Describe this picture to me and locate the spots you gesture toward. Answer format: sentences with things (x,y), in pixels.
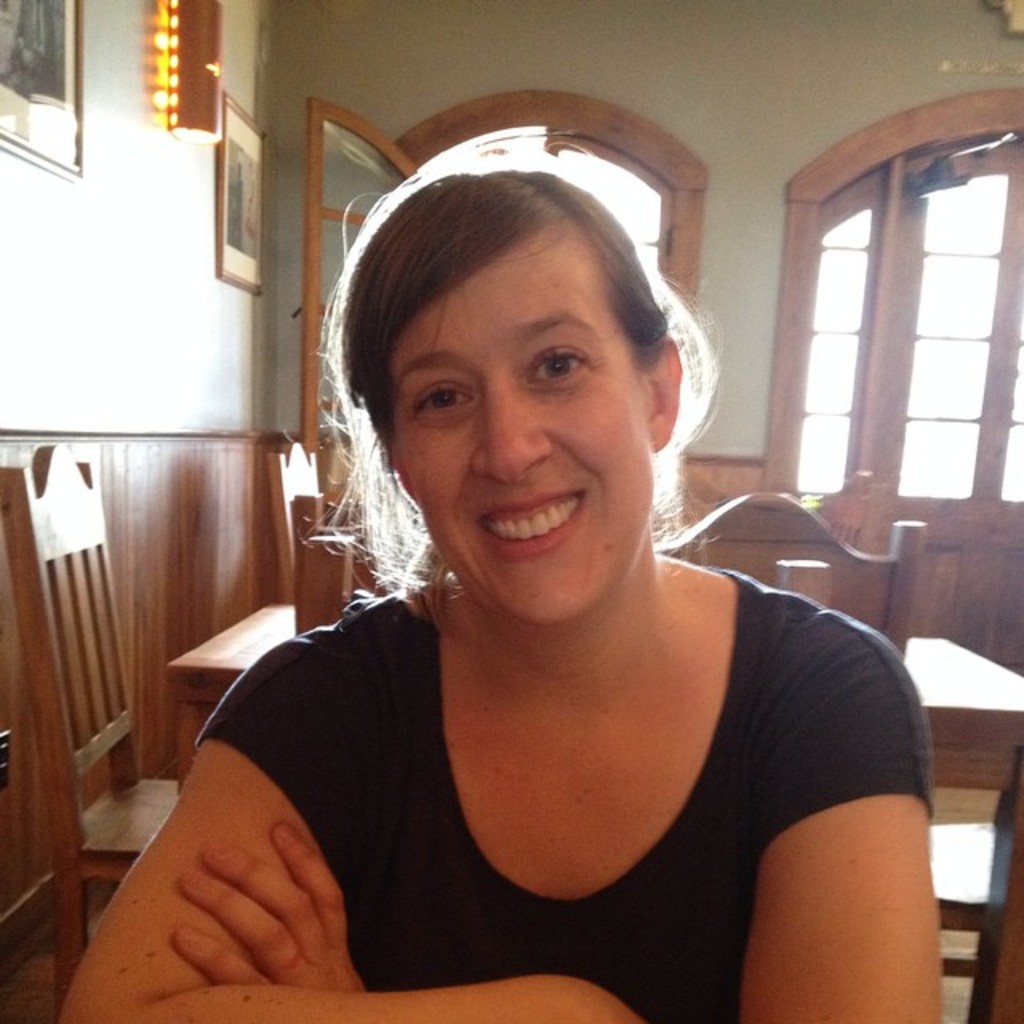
This image consists of tables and chairs (82,530). A person (422,711) is sitting in the front (589,766). She is wearing navy blue shirt (456,820). There are frames (18,35) on the left side (37,36). There is a door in the middle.
